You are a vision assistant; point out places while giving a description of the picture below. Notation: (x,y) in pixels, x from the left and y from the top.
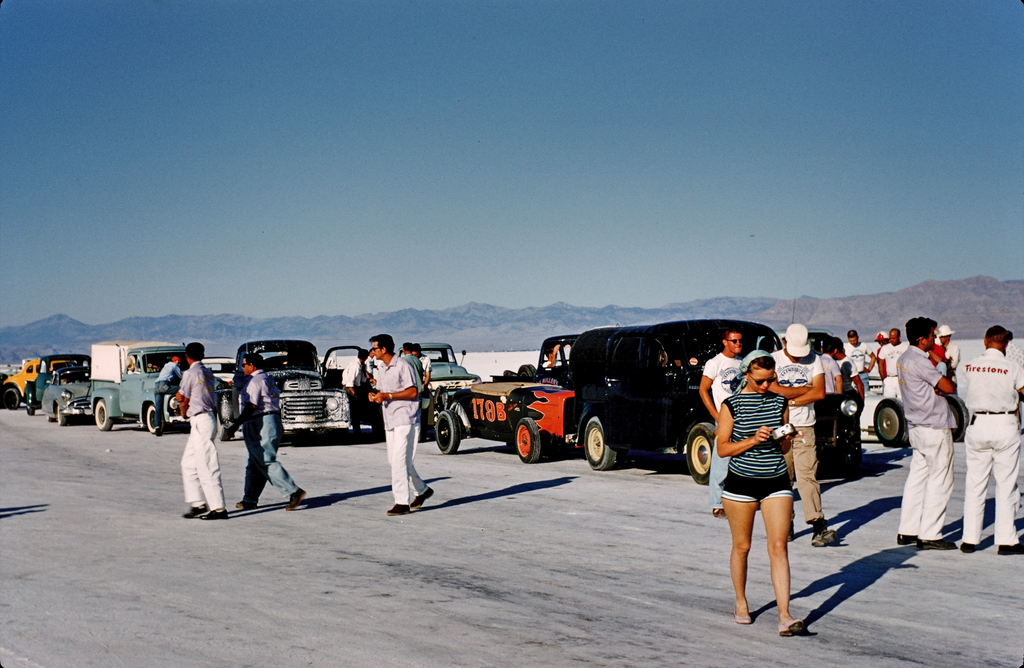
In this image we can see people (415,421) standing on the road (1015,576) and we can also see vehicles (520,376), mountains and sky (621,7).
